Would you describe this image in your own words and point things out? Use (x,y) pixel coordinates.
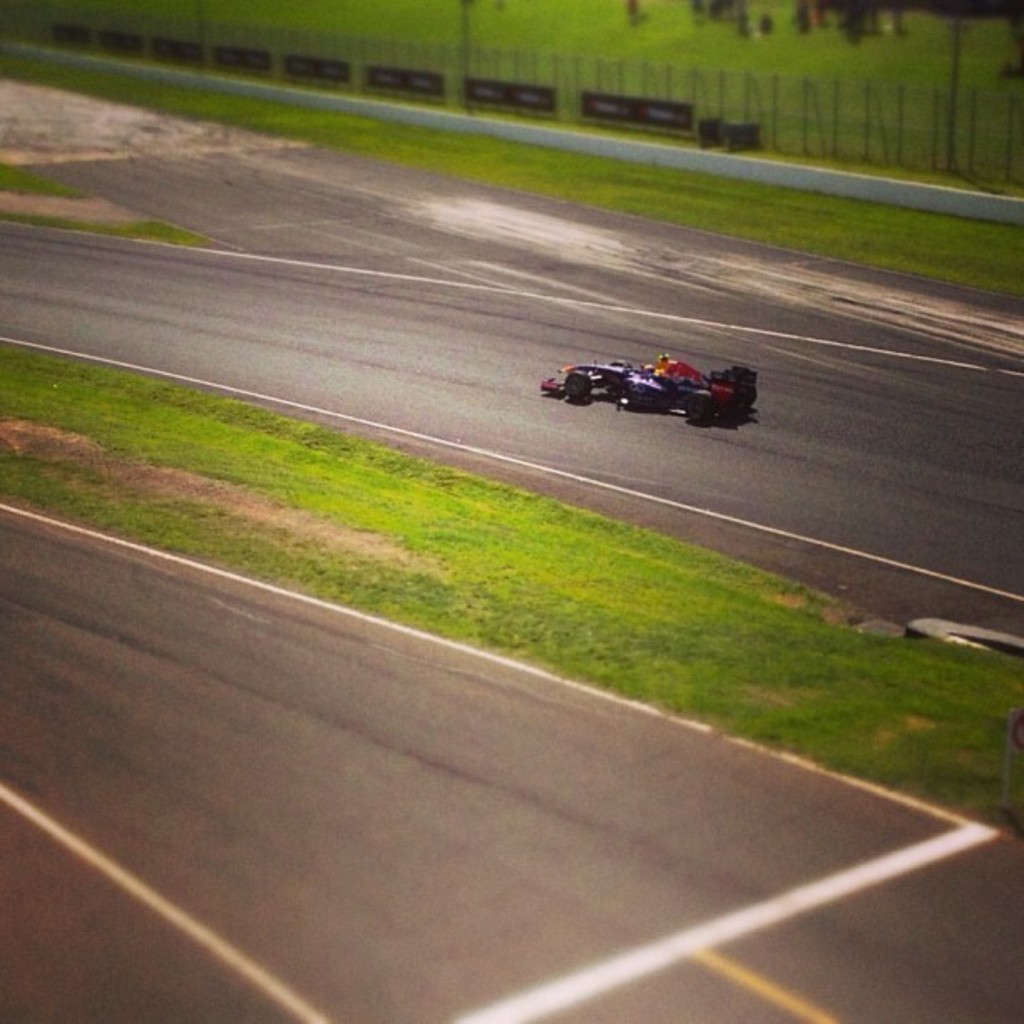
This image consists of a road (667,829), on which there is a race car (647,389). In the background (1002,101), there is a fencing (984,98).
